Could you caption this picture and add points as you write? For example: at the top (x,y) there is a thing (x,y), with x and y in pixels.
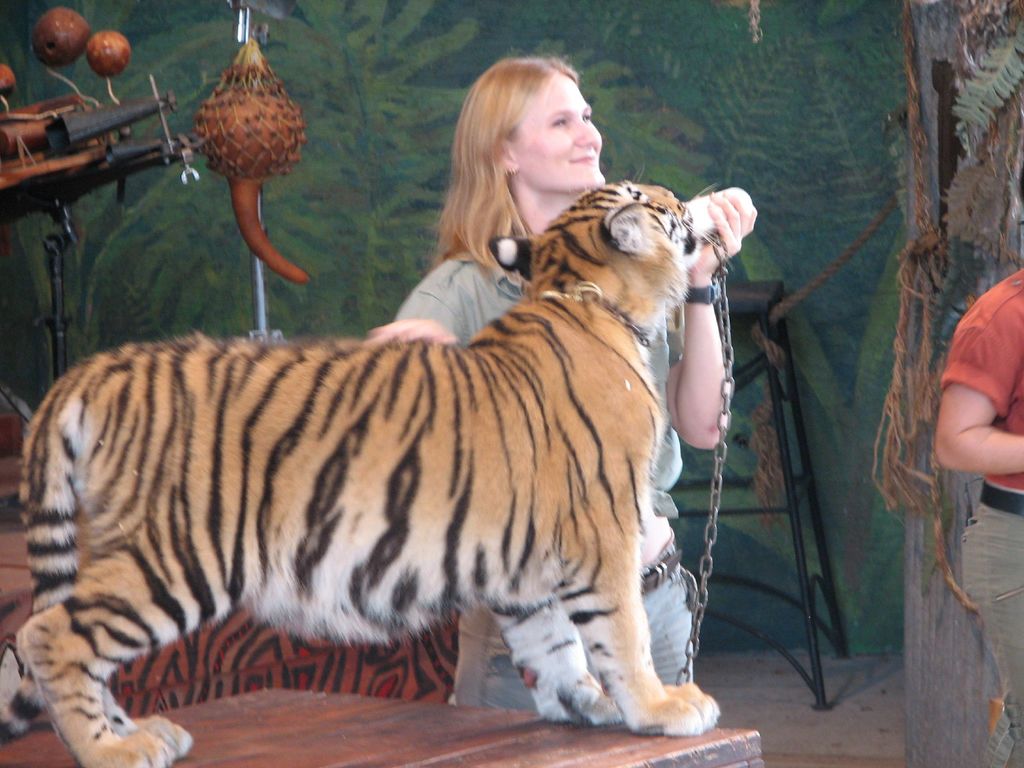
In this picture we can see a tiger (431,591) on the wooden surface (673,746), chain (731,378), two people (493,135) and a woman (454,248) holding an object (695,225) with her hand (735,225) and at the back of her we can see a stool (762,305), rope (767,348), some objects (243,234) and in the background (344,194) we can see painting (683,27) on the wall (821,223).
